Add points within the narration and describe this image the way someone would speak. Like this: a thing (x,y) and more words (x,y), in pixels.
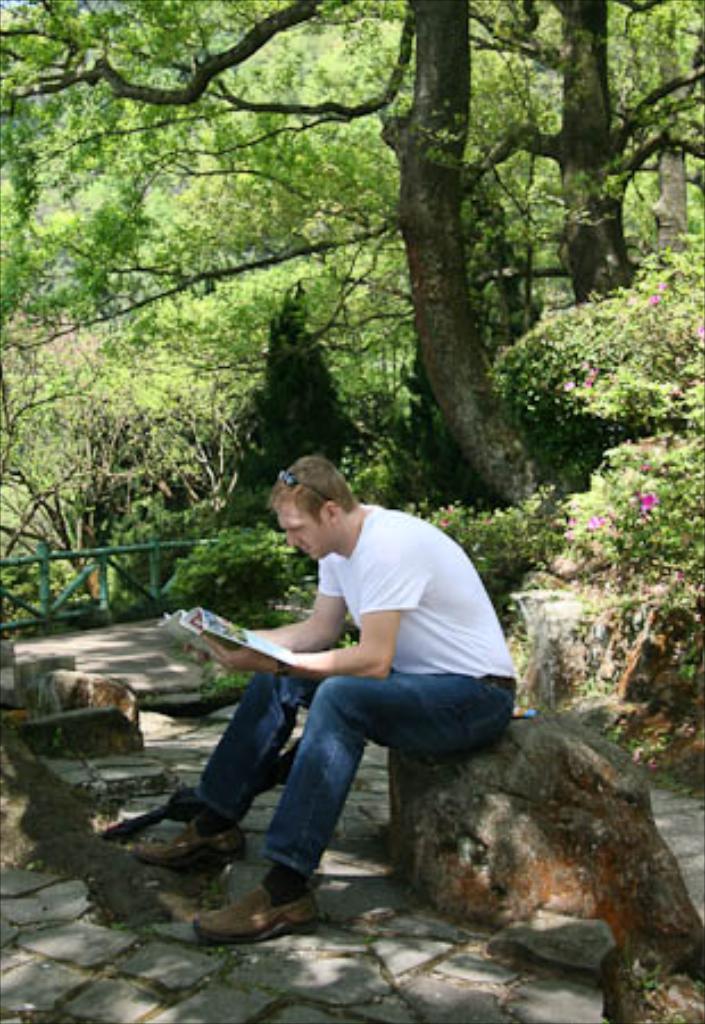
In the picture i can see a man (330,603) wearing white color T-shirt (341,566), blue color jeans (315,709) sitting on a rock (514,775) and in the background (212,600) i can see some trees (338,239).
